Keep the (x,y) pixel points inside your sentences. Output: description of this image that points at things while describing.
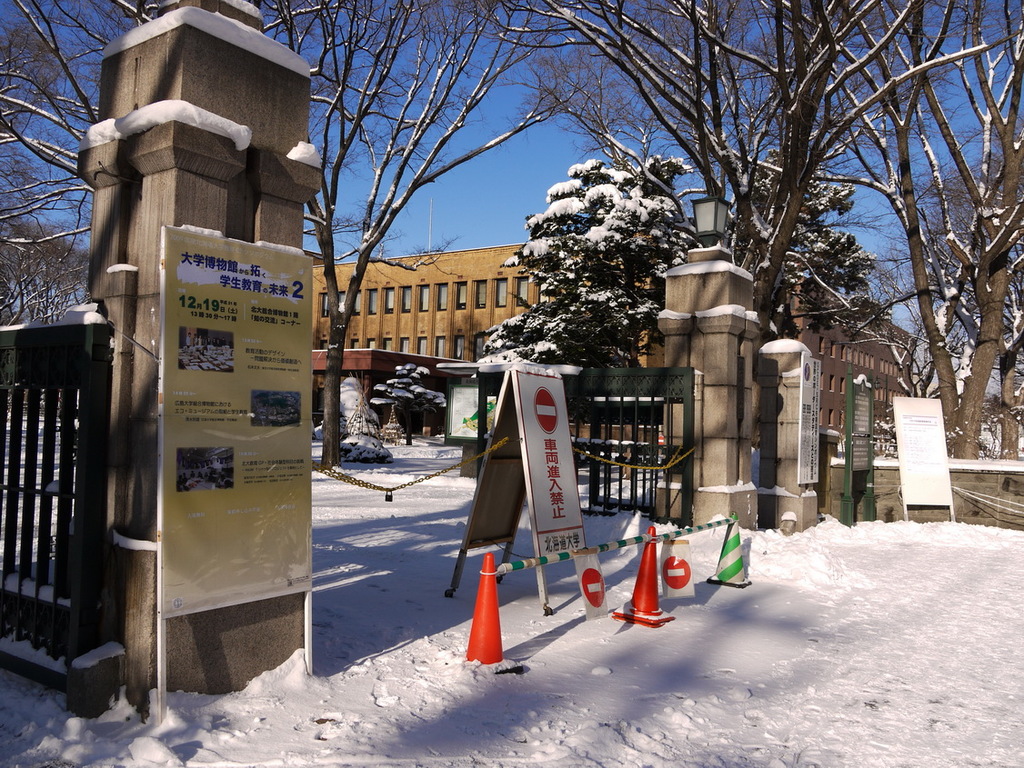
In this image there is one building (377,326) at left side of this image (314,349) and there are some trees (771,174) in middle of this image (575,276) and there are some sign boards (538,459) are kept, as we can see at bottom of this image (547,515).
